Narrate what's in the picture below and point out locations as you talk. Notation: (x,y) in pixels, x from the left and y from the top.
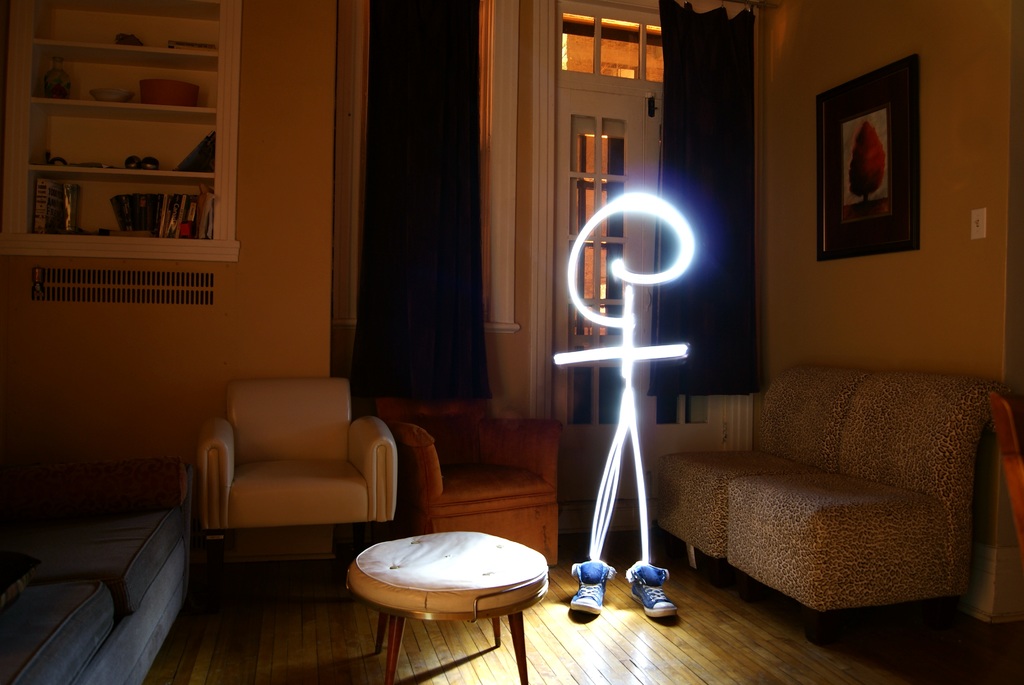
The photo is taken inside a room (204,528) there are sofas (183,507), chairs (320,442), table (426,547), there are shoes (607,581) on the floor (684,593). In the background (71,45) there is a shelf (71,45) with books (138,204) and other stuff (133,157), there is a door (631,87) with curtain (702,141). On the wall (797,205) there is a painting (870,134). A man like structure (682,213) is made with light string (622,439).
